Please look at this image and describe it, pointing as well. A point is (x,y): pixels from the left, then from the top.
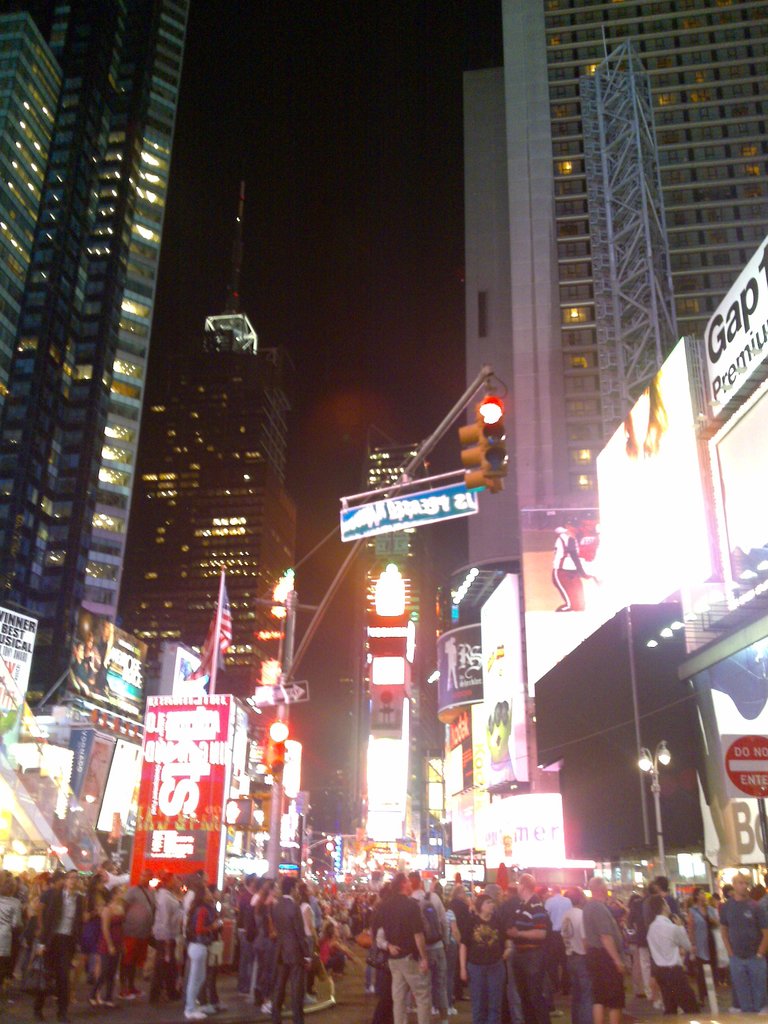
This picture is clicked outside. In the foreground (259,954) we can see the group of people (323,926), text (209,765) on the boards (742,775), flag (229,626), lamp posts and buildings (63,540). In the background (333,313) we can the sky (366,198) and we can see the traffic light (470,450) and many other objects (289,826).
